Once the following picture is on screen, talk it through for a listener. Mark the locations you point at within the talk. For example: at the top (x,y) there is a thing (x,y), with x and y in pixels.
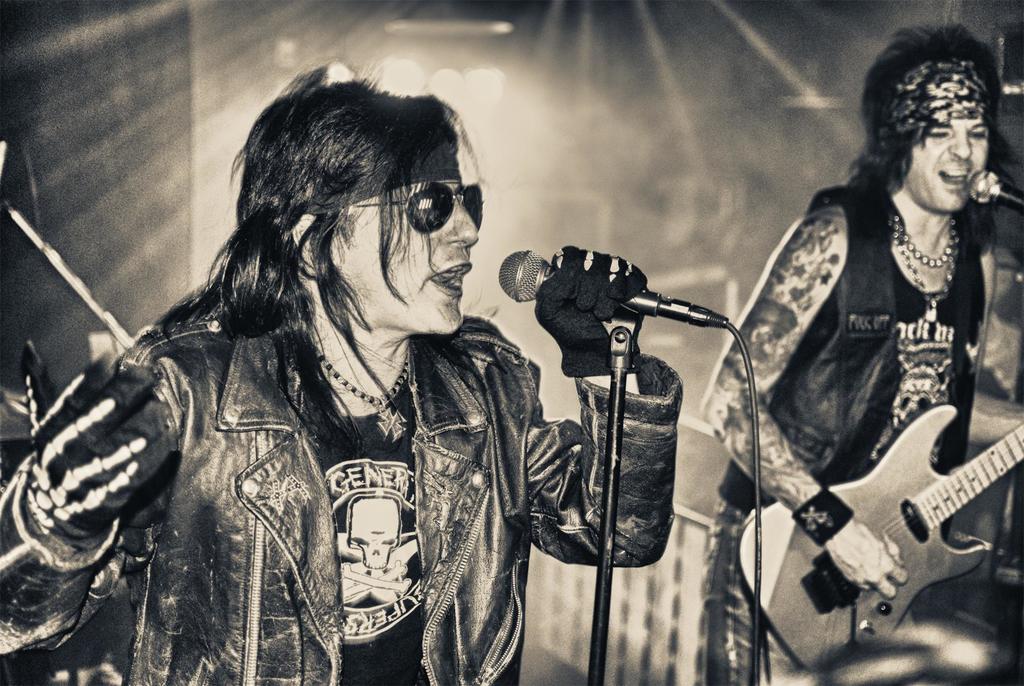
In this image I can see two person (609,312) and one is playing the musical instrument (887,482). In front the person (393,561) is holding the mic (664,307) and there is stand (593,644). The person (332,398) is wearing the goggles (451,188). At the back side (398,51) the background is in black color and there are lights (479,80).
